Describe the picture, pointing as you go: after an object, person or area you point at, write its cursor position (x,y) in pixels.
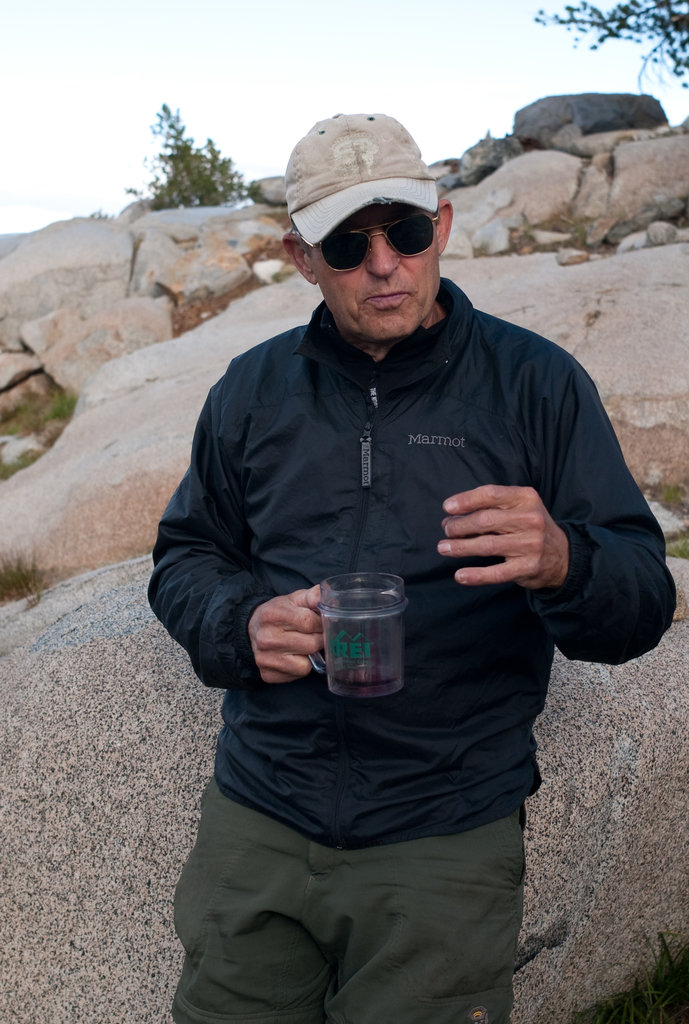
In this picture we can observe a person (288,654) wearing black color jacket (408,510) and holding a cup (350,636) in his hand (313,634). Behind him there are some rocks (150,396). We can observe some plants (194,171). In the background (416,41) there is a sky (210,109).
